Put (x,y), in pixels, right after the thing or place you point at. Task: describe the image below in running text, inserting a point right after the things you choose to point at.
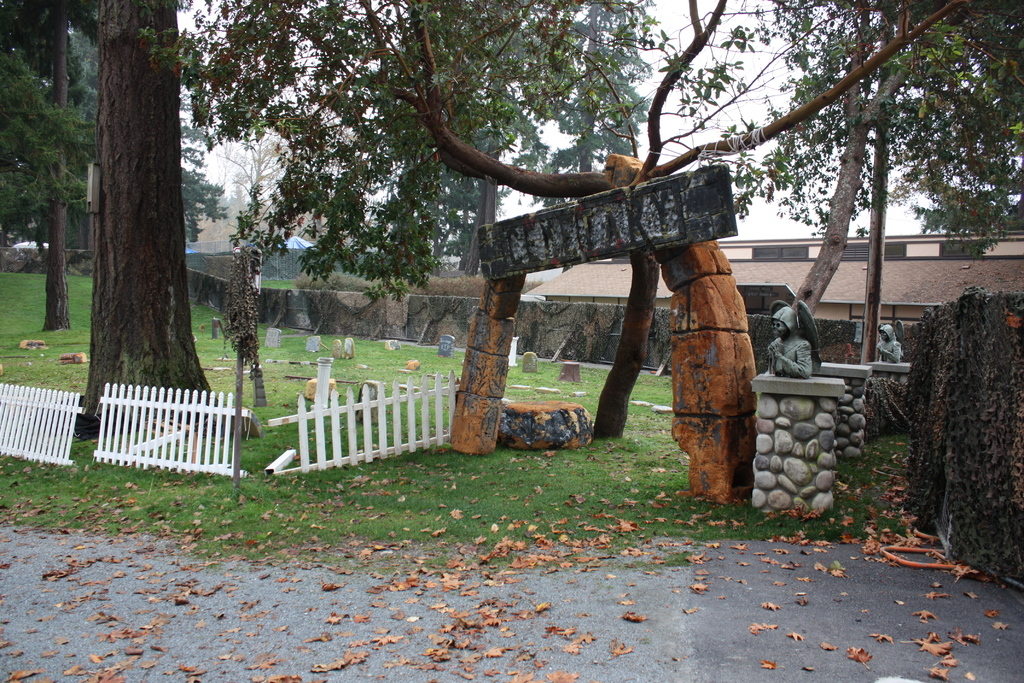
In this image there is an arch (655,220) and we can see fence (366,421). There are sculptures (890,324). At the bottom (288,573) there is a road (598,579) and we can see dried leaves (493,580). There is grass (376,513). In the background (739,68) there are trees (538,161) and sky (761,114).
